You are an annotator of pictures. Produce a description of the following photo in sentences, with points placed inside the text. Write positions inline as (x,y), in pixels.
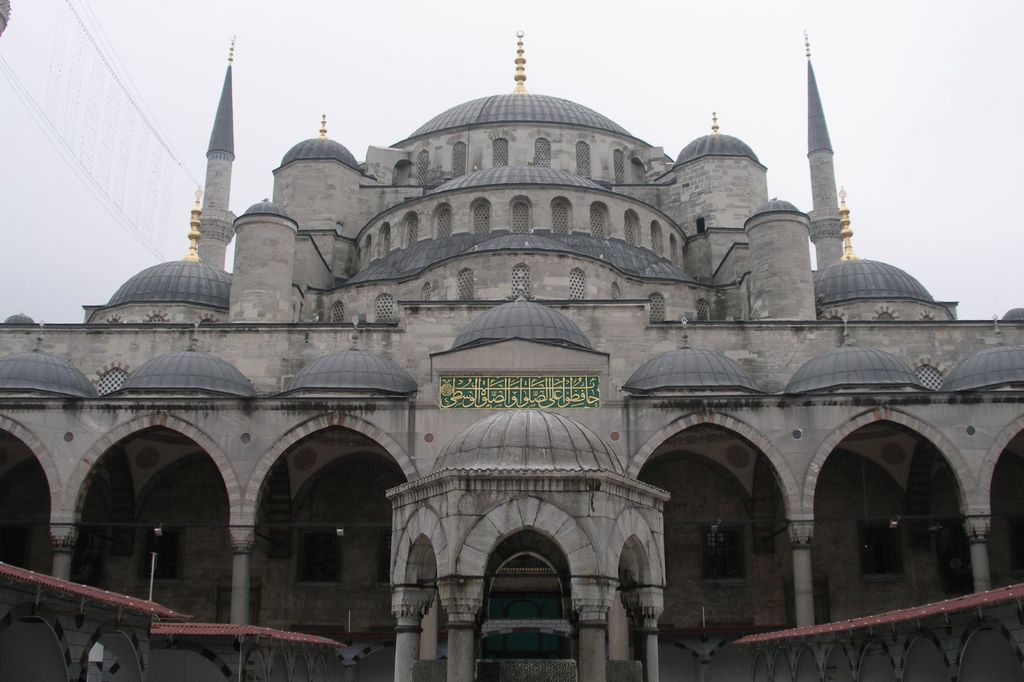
In the picture we can see a historical mosque (974,391), which is gray in color and a moon symbol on the top of it and in the background (98,225) we can see a sky (934,240).
